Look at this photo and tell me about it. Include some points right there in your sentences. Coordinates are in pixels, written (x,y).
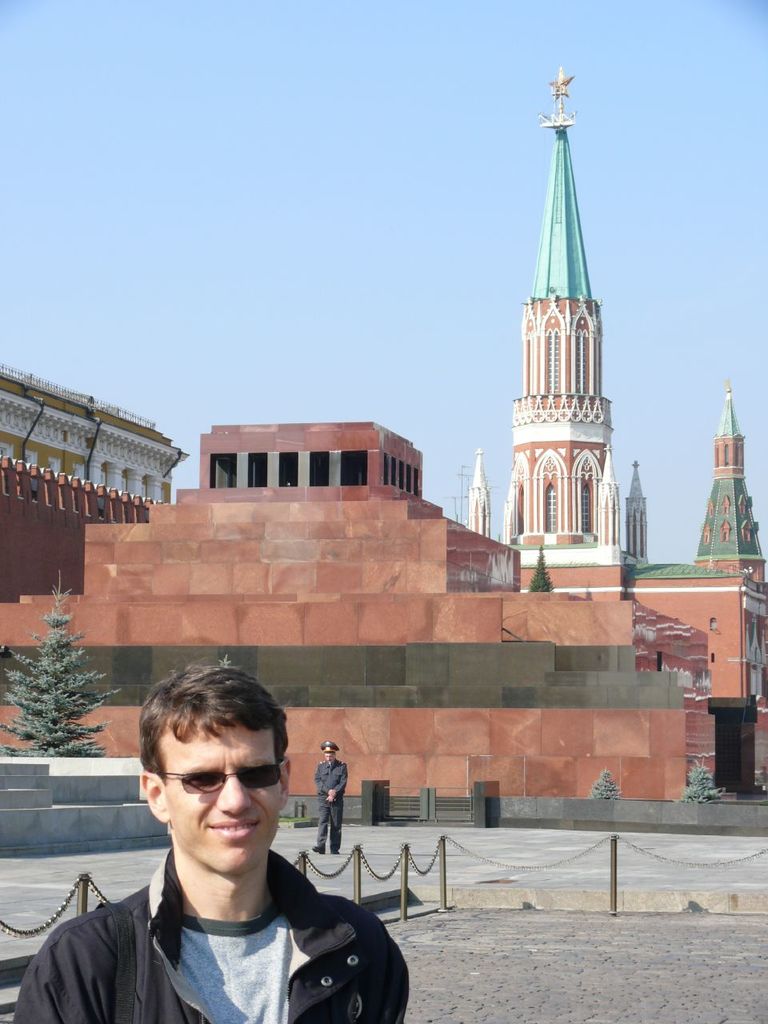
In this picture we can see a man (238,795) wore goggles (258,778) and smiling. In the background (333,786) we can see a person (320,809) standing on the ground (576,850), fence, trees (705,786), buildings (478,604) and the sky (424,207).
